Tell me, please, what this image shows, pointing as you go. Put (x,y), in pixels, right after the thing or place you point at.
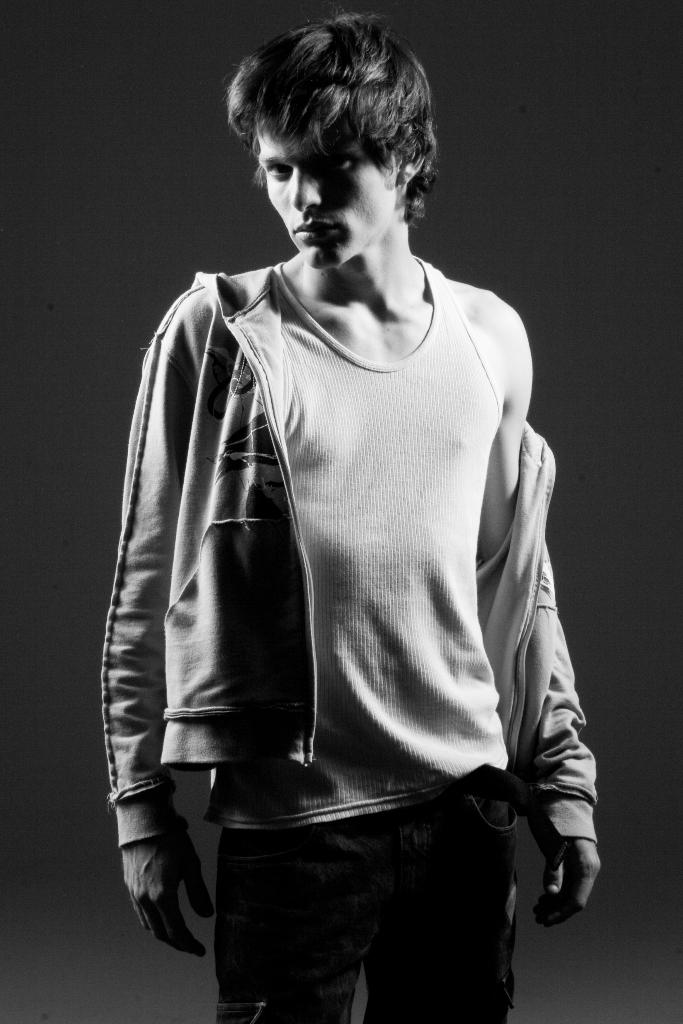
In this picture I can see there is a man (425,876) and he is standing and he is wearing a coat (236,540) and the backdrop (557,74) is dark.
